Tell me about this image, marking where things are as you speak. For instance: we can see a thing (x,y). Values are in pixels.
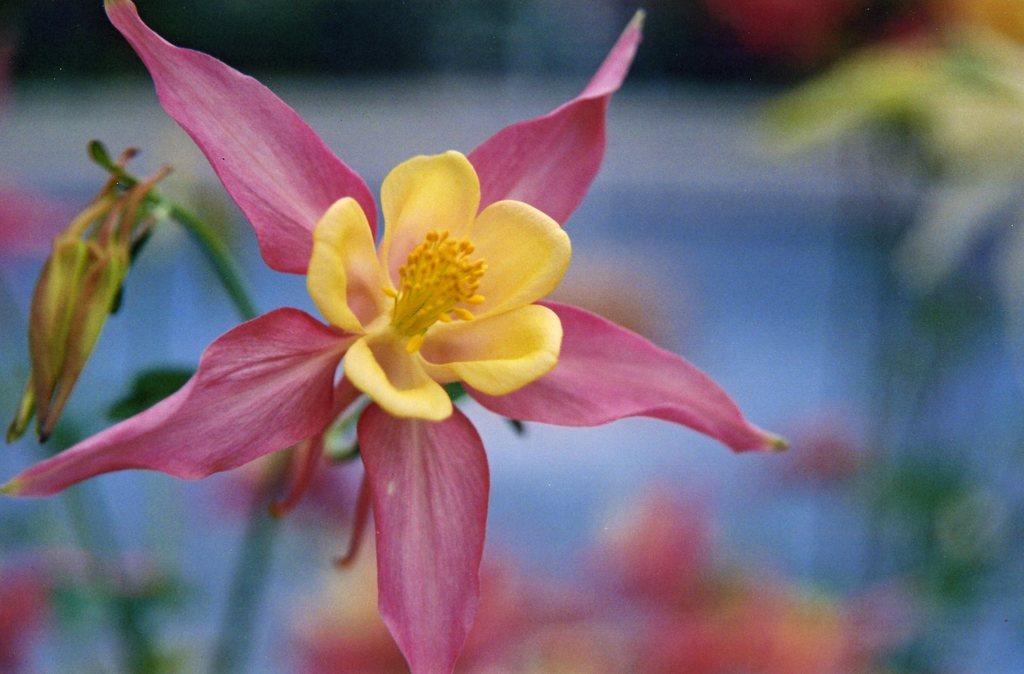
In the center of the image (478,371) we can see a flower (385,344) and bud (41,345). In the background (986,211), the image is blur.
